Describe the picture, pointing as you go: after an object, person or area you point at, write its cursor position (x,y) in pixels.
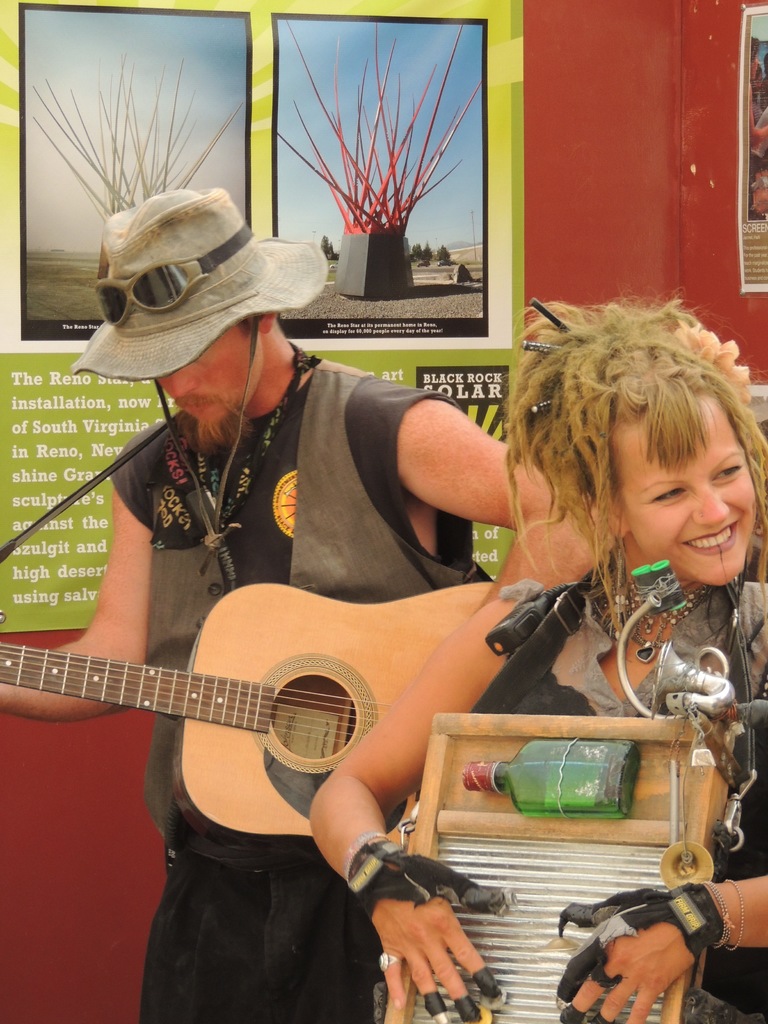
There is a man (158,993) who is playing guitar (246,743). He wear a cap (225,277). Here we can see a woman (442,914) who is playing some musical instrument (565,952). She is smiling and there is a bottle (578,780). On the background (676,225) there is a wall (609,136) and this is poster (409,214).
